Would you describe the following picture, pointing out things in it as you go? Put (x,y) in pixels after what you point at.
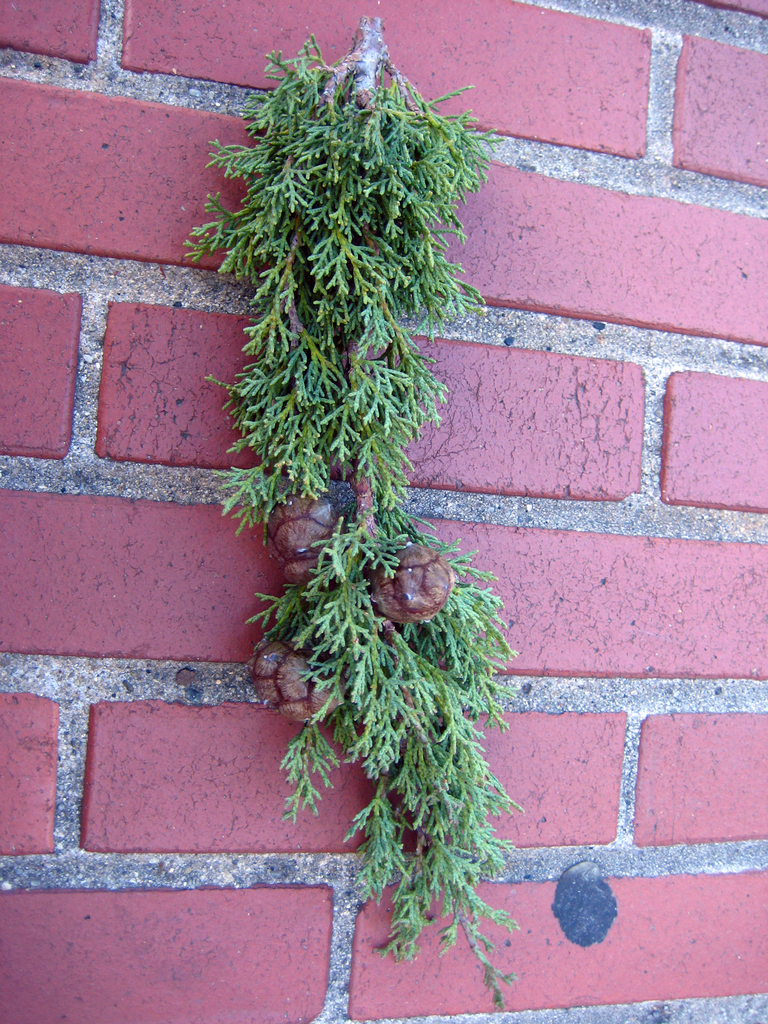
In the image there is plant (317,511) on the brick wall (149,181).
